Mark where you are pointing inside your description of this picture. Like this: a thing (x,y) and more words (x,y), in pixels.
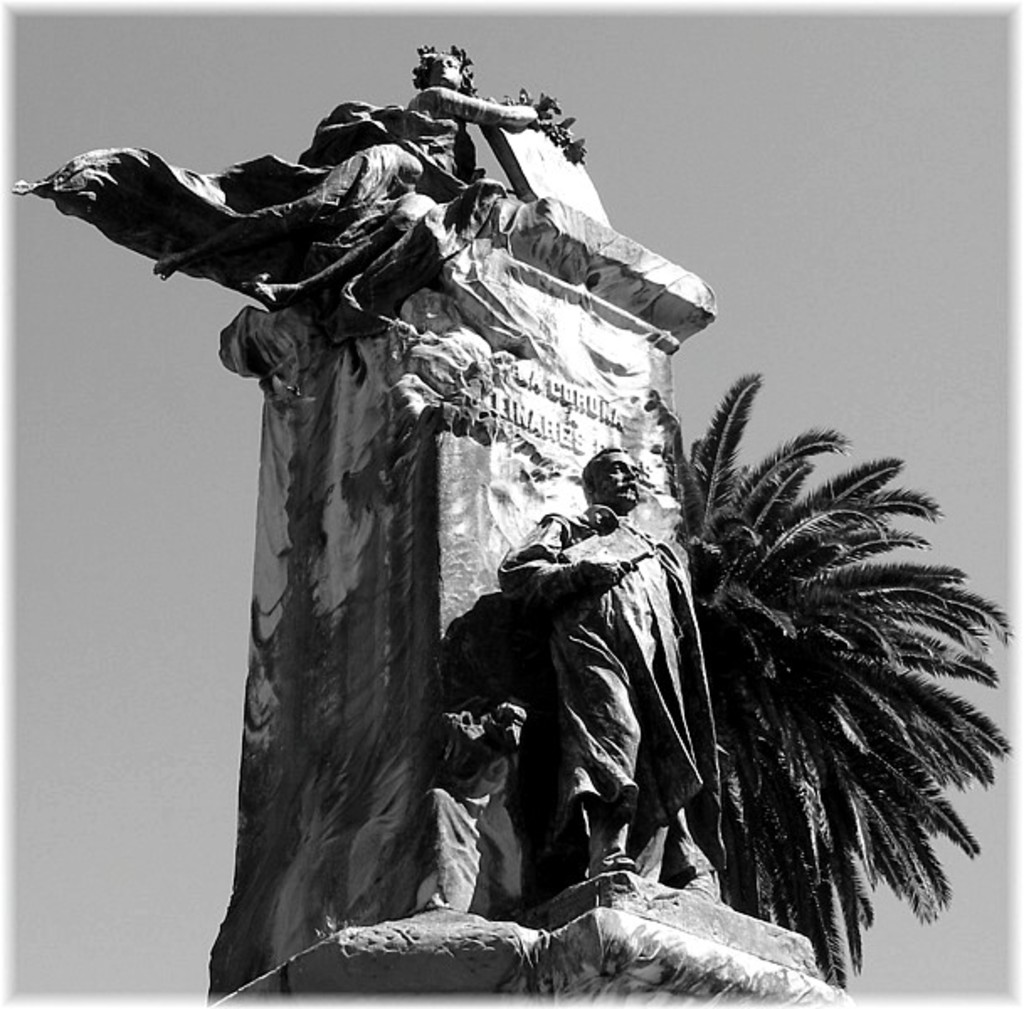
This is a black and white image and here we can see a statue (464,691) and a tree (711,500). In the background (742,192), there is sky (757,253).
